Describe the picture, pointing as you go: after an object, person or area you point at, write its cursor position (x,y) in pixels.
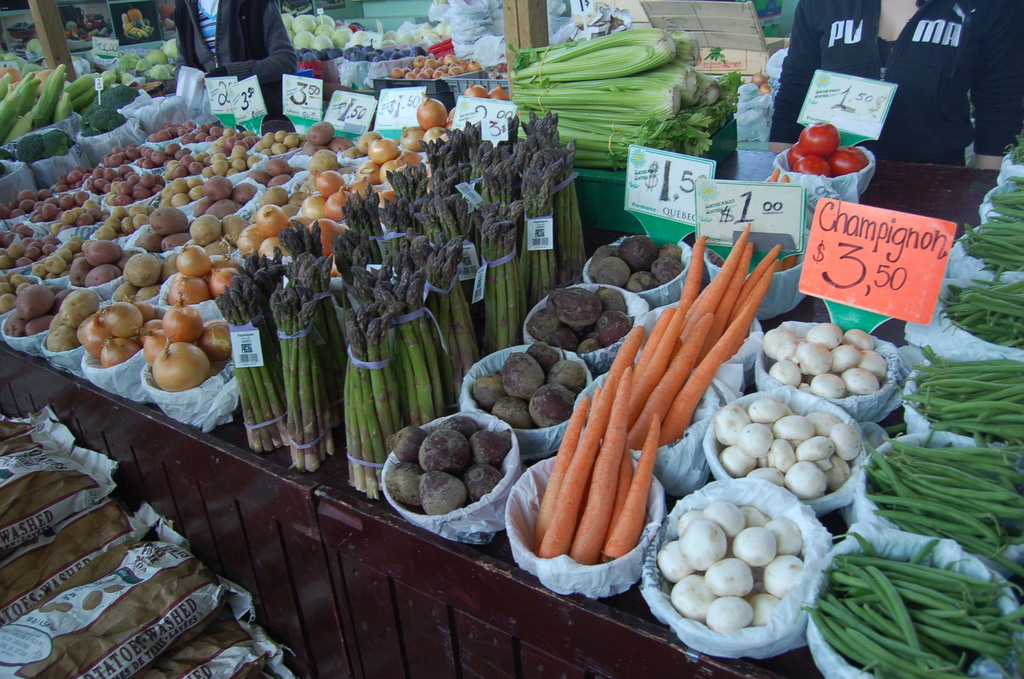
In this image there is a table (284,503) having few bowls (502,504). In bowls (137,354) there are few onions (123,333), potatoes (118,276), broccoli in it. In some bowls (503,381) there are few beetroots (581,368), carrots (619,509), mushrooms (707,588) and beans (987,504) in it. There are few price boards (920,292) kept in bowls (608,370). There is a basket (588,193) having few vegetables (589,118) in it. A person (268,57) wearing a black jacket (221,45) is standing behind the vegetables (214,132). Right side (922,117) there is a person (897,93), behind there is a box (763,37). Left bottom there are few bags (85,583).
